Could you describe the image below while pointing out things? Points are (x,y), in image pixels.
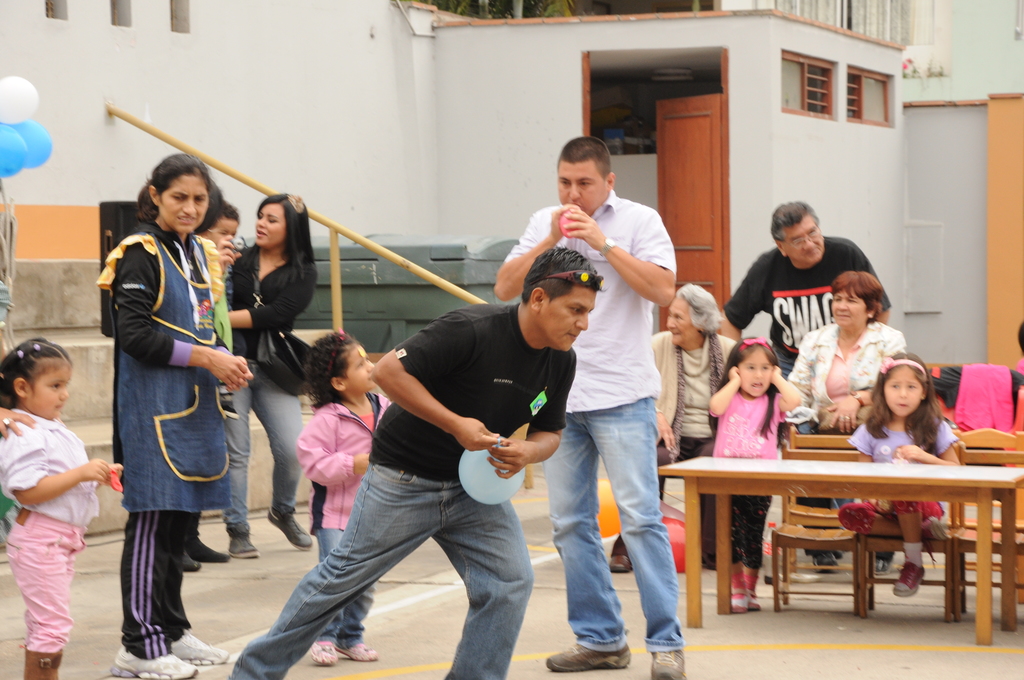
As we can see in the image there are few people (655,416) here and there, chairs (971,541), table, wall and a door (684,202). The person (569,352) over here is holding a balloon (503,482).
